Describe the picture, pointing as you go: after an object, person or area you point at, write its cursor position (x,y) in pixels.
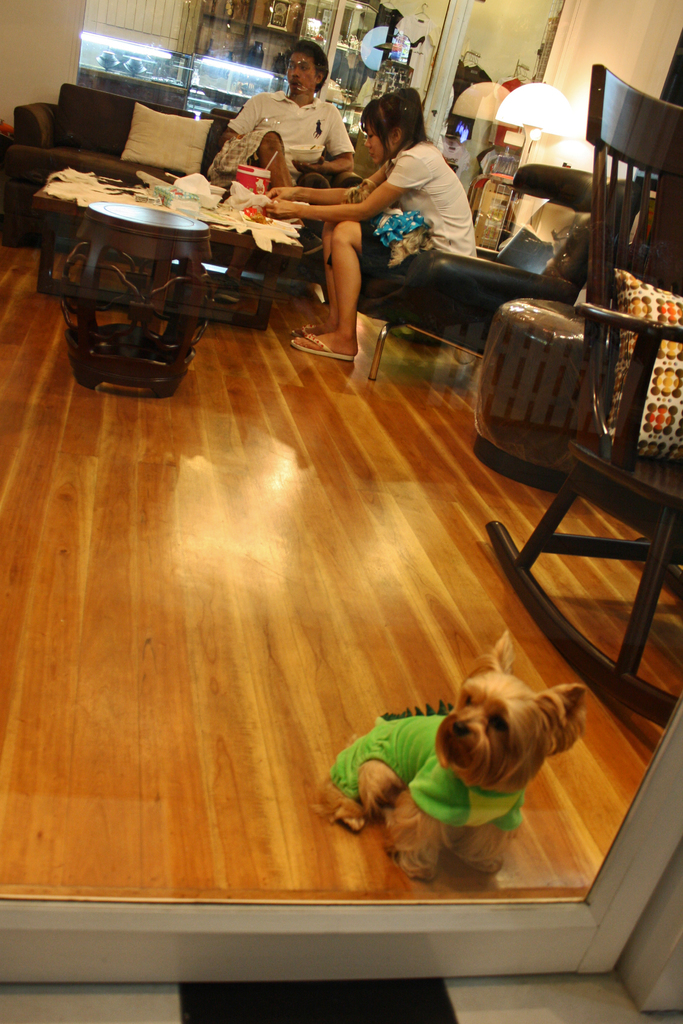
In this image on the right (624,413) there is a chair (604,399), pillow (625,361), light (528,143) and woman (377,251). In the middle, there is a table (193,202) on that there are many tissues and sofa (110,164) on that there is a man (287,159). At the bottom (423,808) there is a dog (451,787).
